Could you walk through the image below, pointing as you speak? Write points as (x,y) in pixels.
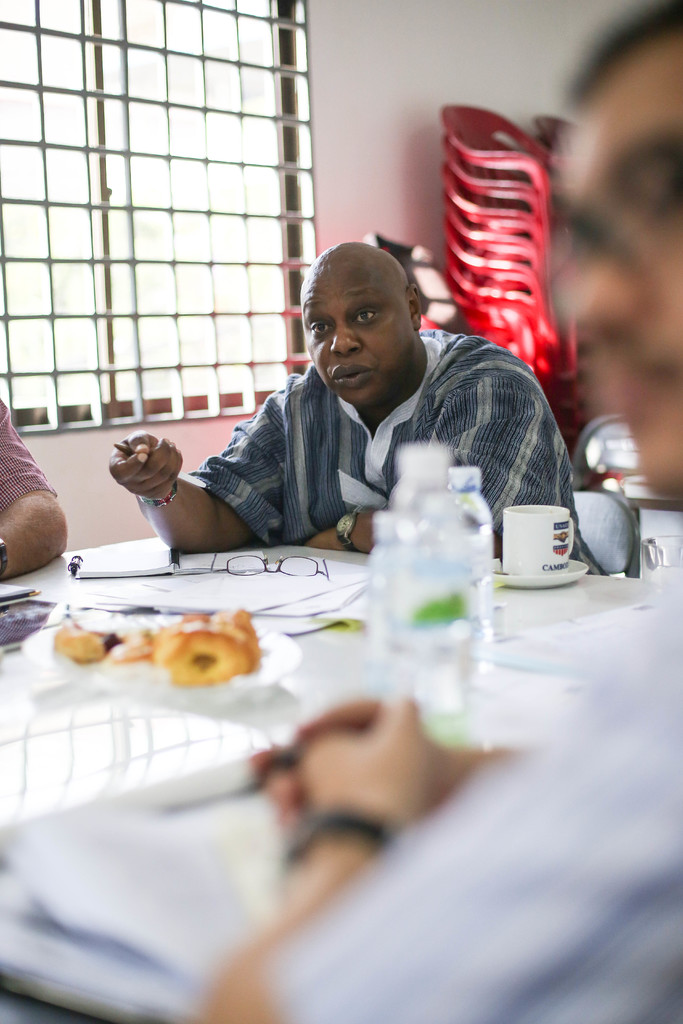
In this image In the middle (353,435) there is a man (506,421) he is sitting on the chair (632,527) he is talking, in front of him there is a table (333,683) on that are bottle (448,513), cup (541,565) and saucer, paper (176,607) and spectacles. On the right (677,274) there is a man (676,235). On the left (38,546) there is a man (32,544). In the background (379,205) there is a window (178,244), wall (343,121) and chairs (497,257).
